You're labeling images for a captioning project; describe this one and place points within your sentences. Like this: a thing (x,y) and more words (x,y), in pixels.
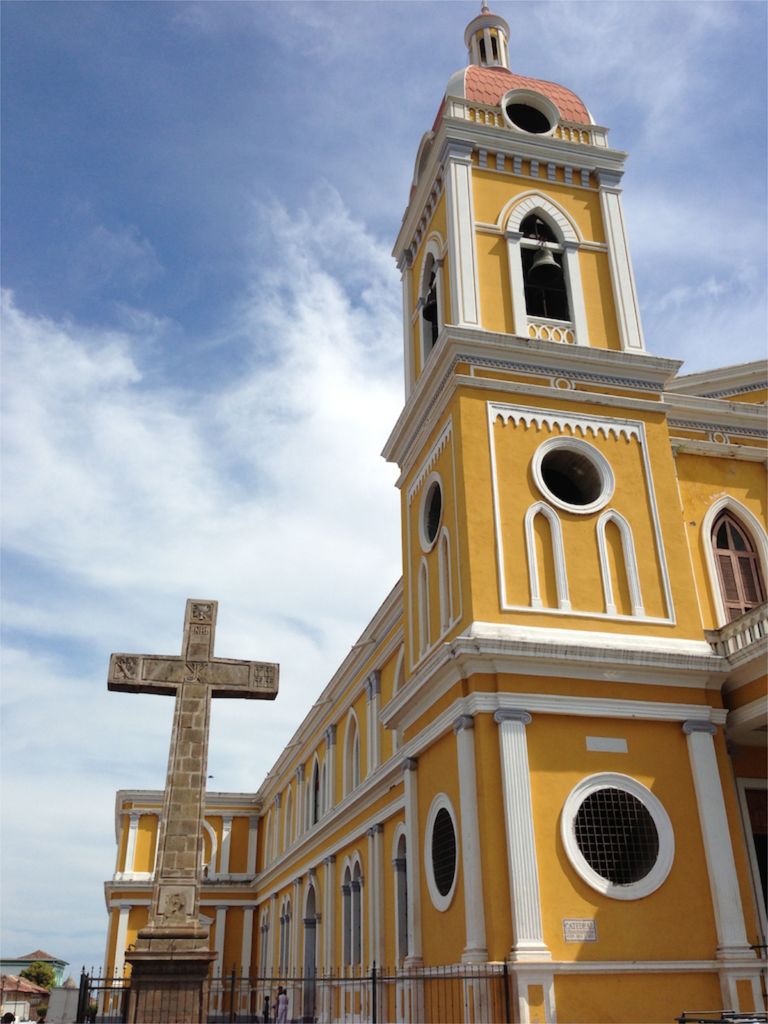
In this picture it looks like a church (440,678) in the middle (492,538), at the bottom (481,991) I can see an iron grill (360,1009). At the top (196,219) there is the sky (192,225).
